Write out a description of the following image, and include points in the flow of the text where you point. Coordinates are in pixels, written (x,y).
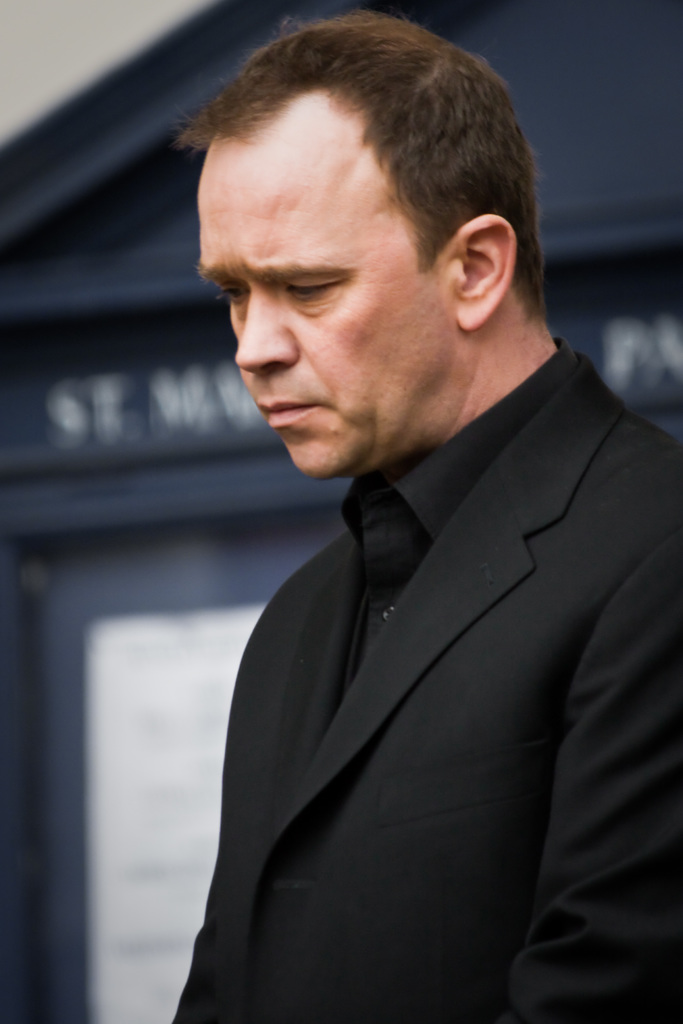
This picture shows a man (252,909) standing. He wore a black suit (344,761) and we see a door (68,892) and some text (250,414).
